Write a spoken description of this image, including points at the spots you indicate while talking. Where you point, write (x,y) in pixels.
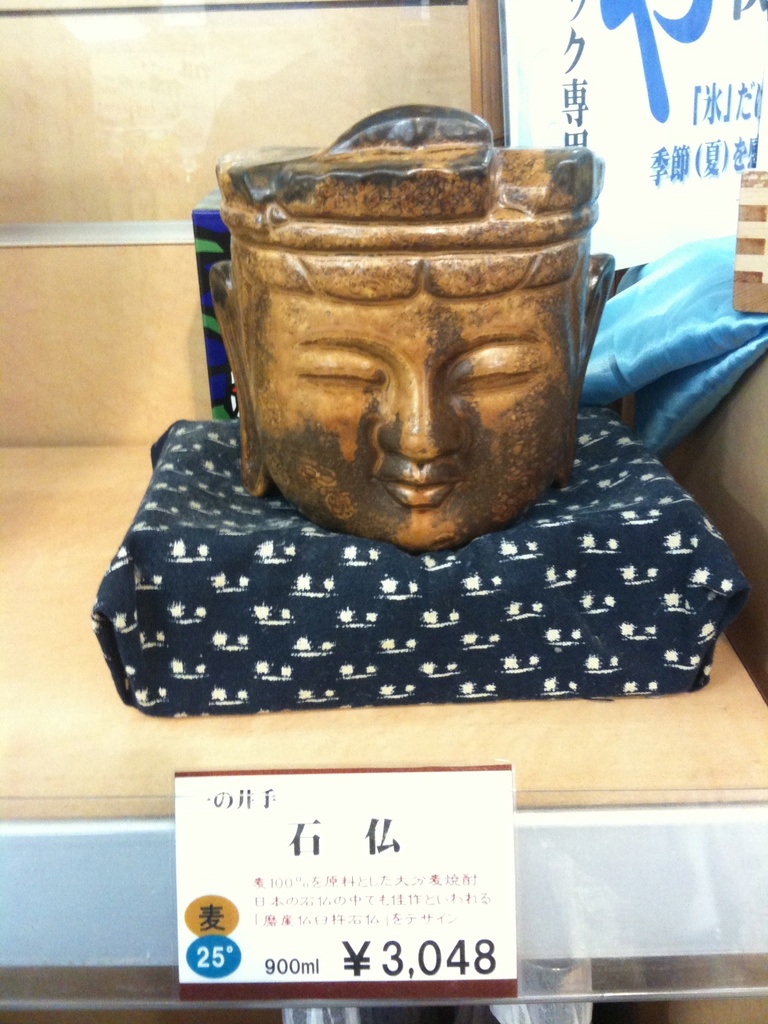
In this image in the front (339,872) there is a board (388,879) with some text (350,880) and numbers (298,885) written on it. In the center (327,408) there is a sculpture (364,390) on the black colour object (464,600). In the background (414,77) there is a wall (255,126) and there is a board (622,96) with some text (657,90) written on it and there are objects (698,249) which are brown and blue in colour.
